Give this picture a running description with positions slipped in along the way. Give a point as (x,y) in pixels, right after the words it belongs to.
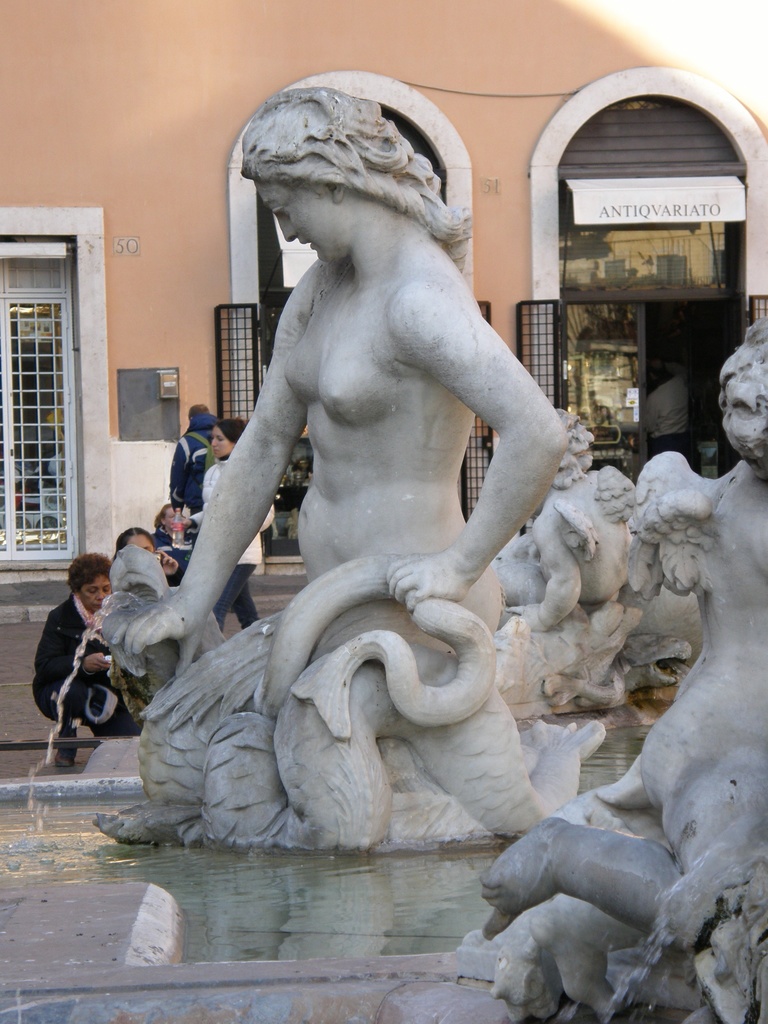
In this image we can see some sculptures (432,369) and there is a water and we can see some people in the street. There is a building (630,156) at the background (708,170) and we can see a board (614,215) with some text (648,216) attached to the wall (189,333).
